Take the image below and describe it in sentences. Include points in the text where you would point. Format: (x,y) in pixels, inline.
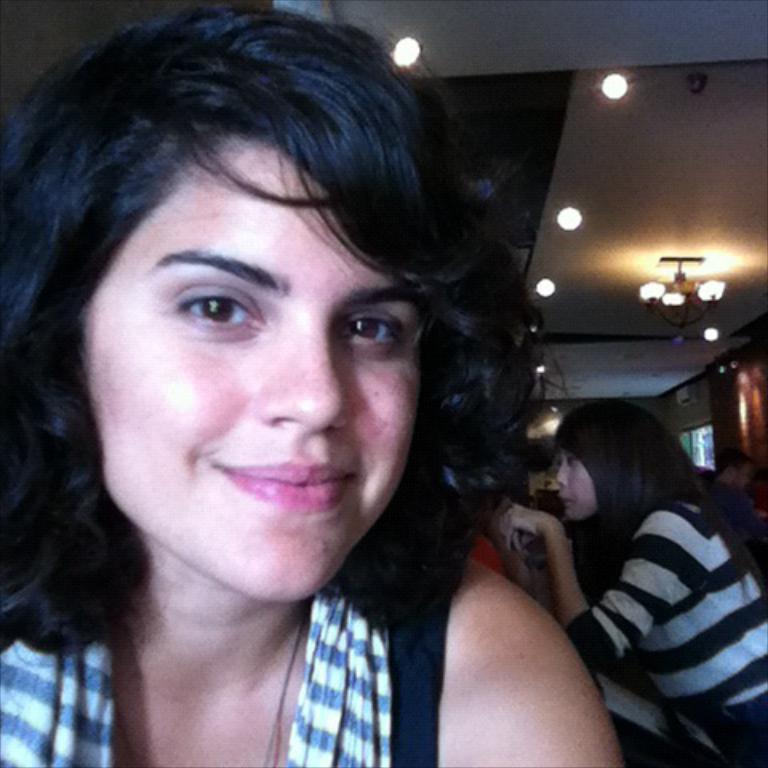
In this image in front (226,522) there is a person (238,580) wearing a smile (300,468) on her face (174,362). On the right side of the image (636,617) there are people (630,507). There is a glass window (713,448). There is a wall (697,417). On top of the image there is a chandelier (677,309). There are lights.
